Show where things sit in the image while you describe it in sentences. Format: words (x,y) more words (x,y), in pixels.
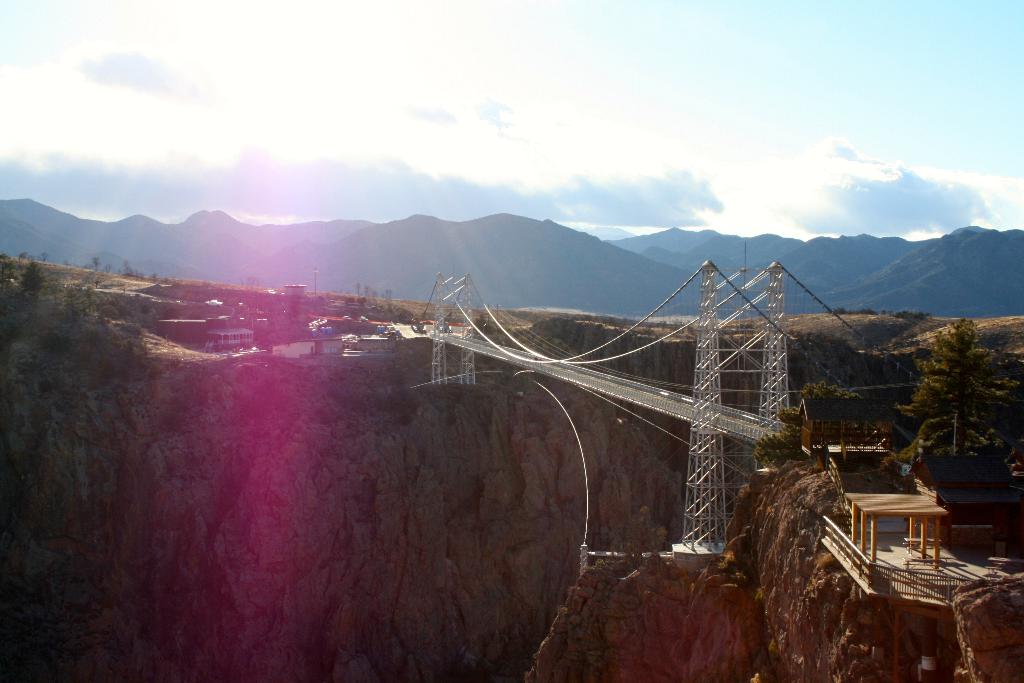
In this image, we can see a bridge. We can see a table (909,543), a shed (887,407) and the fence (897,572). There are a few houses (313,349) and poles (317,282). We can see some grass (896,320) and hills (488,251). We can see the sky (537,204) with clouds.
